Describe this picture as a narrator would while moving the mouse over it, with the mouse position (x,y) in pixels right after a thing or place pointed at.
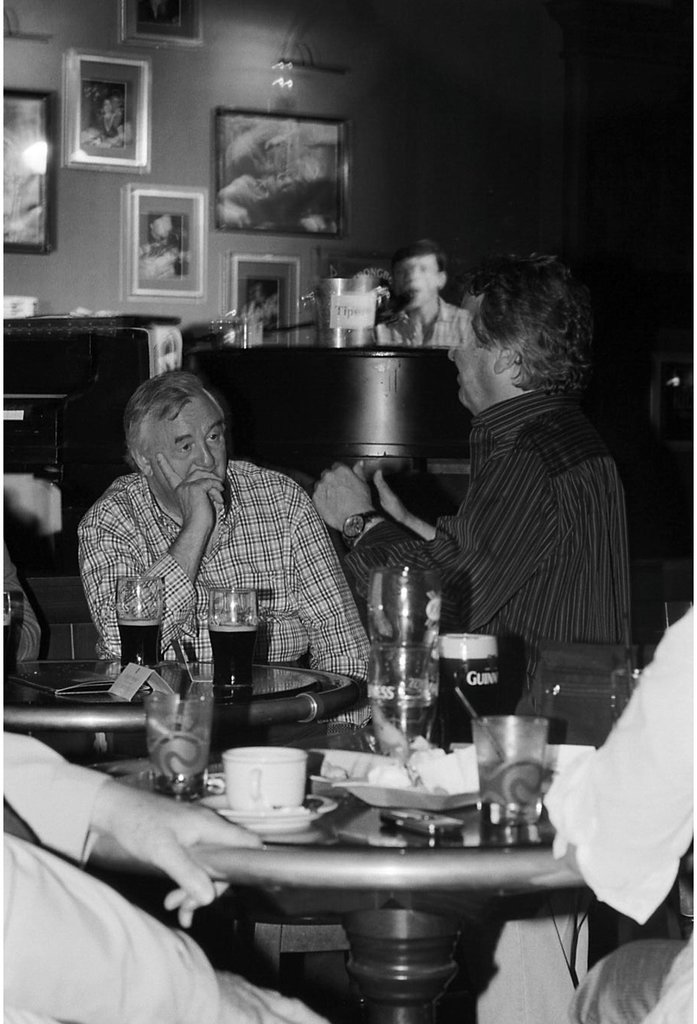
It is a black and white picture. In this image there are people (300,571), tables (340,741), pictures (255,181) and objects (365,309). Pictures (264,133) are on the wall (94,216). On the tables (344,696) there are glasses (215,626), cup (263,792), mobile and objects (346,769).
